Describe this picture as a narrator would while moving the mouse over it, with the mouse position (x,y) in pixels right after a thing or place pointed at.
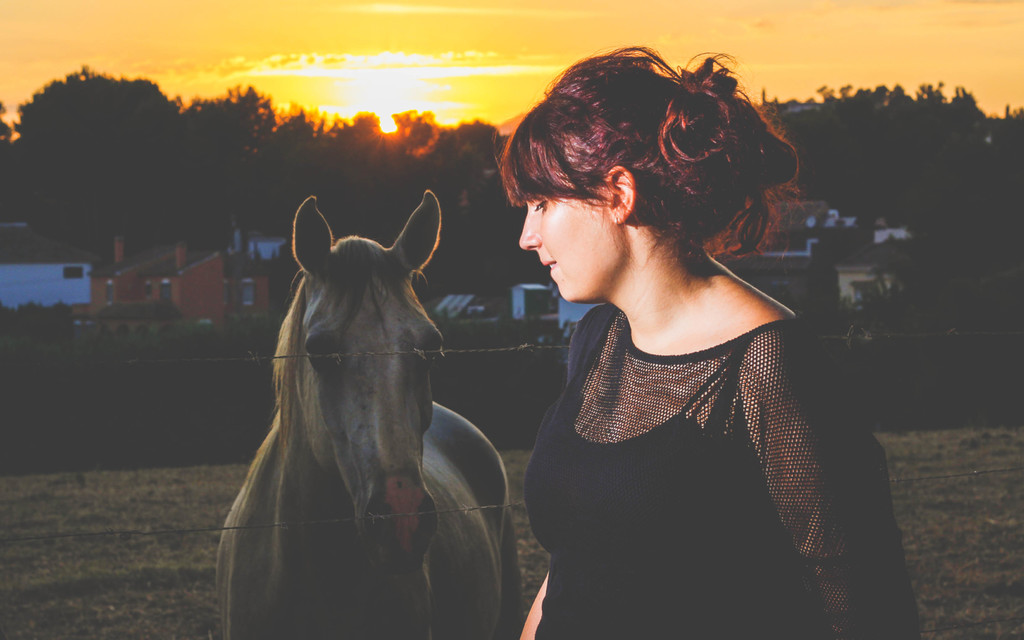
Front this woman (611,500) wore a black dress (613,582). Beside this woman (615,497) there is a horse (382,394). Background (973,149) there are trees (121,86) and houses (24,297).
